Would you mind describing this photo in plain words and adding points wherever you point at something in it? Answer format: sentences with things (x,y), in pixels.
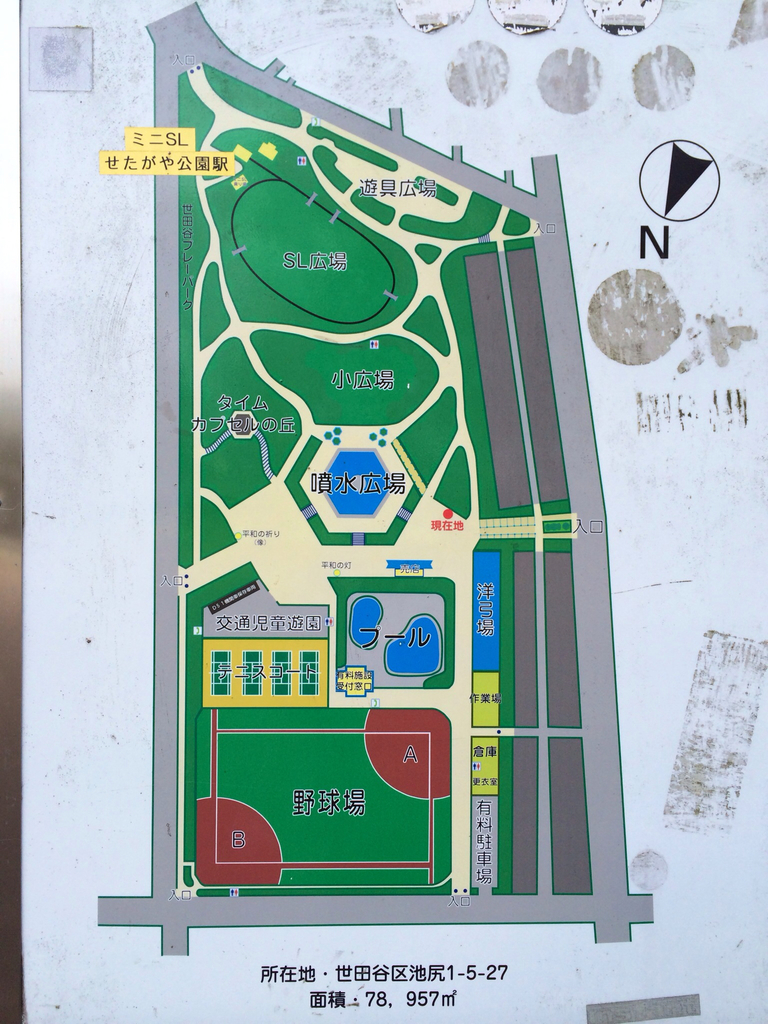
In this picture we can see map (286,289) and some information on whiteboard (599,361).
